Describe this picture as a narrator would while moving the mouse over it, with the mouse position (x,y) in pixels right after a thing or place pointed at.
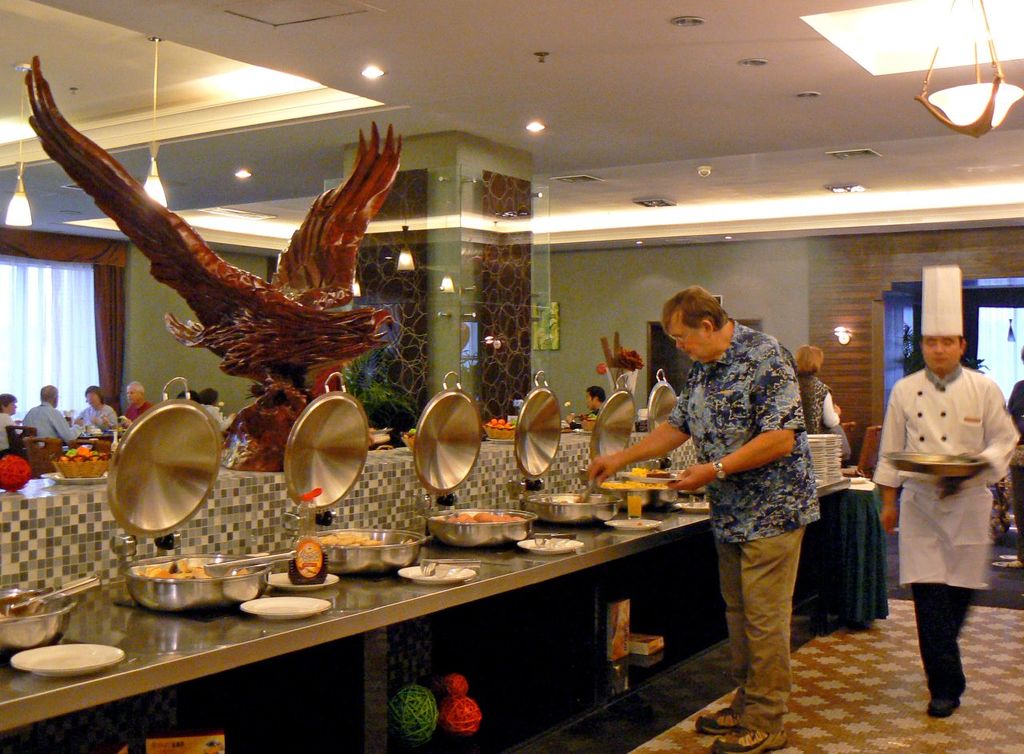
In this picture there is a man (781,427) who is wearing blue shirt (762,482), spectacle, watch (720,468), trouser (726,548) and shoe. He is standing near to the table (805,570). On the table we can see many bowl (29,630), in that we can see rice (560,501), salad (158,573) and other food items (474,518). Here we can see white plates (34,660). On the right (943,664) there is a man (943,602) who is wearing white dress (969,372) and he is holding a plate (892,453). On the top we can see lights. On the left (43,426) we can see group of persons (65,426) sitting on the chair (48,440). beside them we can see a window (94,349) and window cloth (93,376). In the background (908,301) there is a door (897,314) near to the plant (918,361).
